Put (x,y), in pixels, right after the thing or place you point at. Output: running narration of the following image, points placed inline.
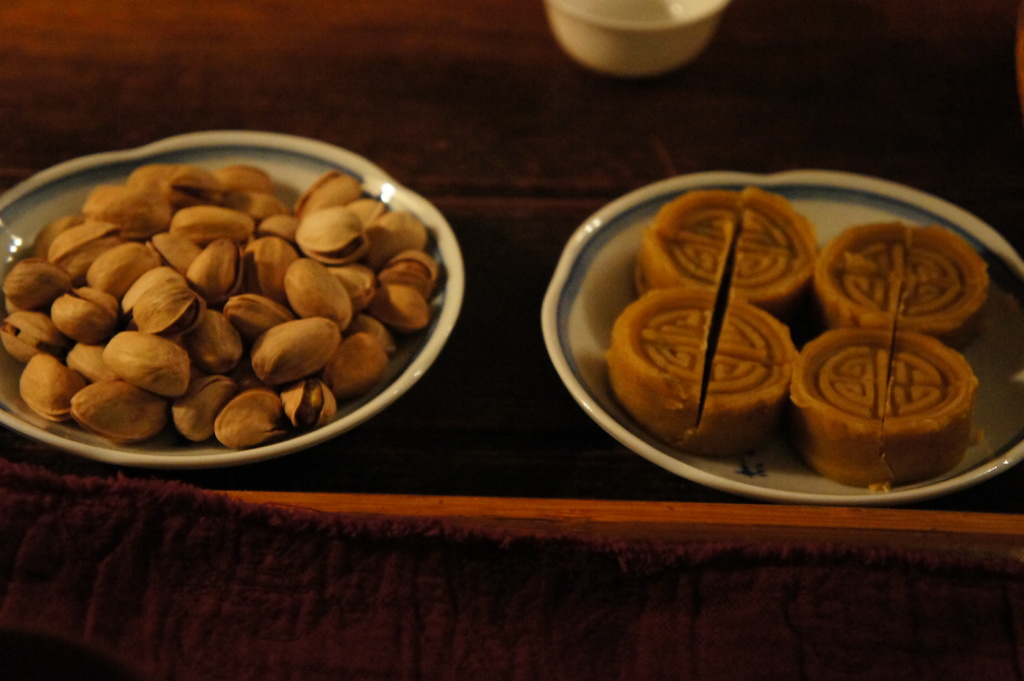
In this image there is a table (720,498) and we can see plates (787,425), sweets (677,367), nuts (159,299) and a bowl (606,49) placed on the table (592,500). We can see a cloth (480,621).
